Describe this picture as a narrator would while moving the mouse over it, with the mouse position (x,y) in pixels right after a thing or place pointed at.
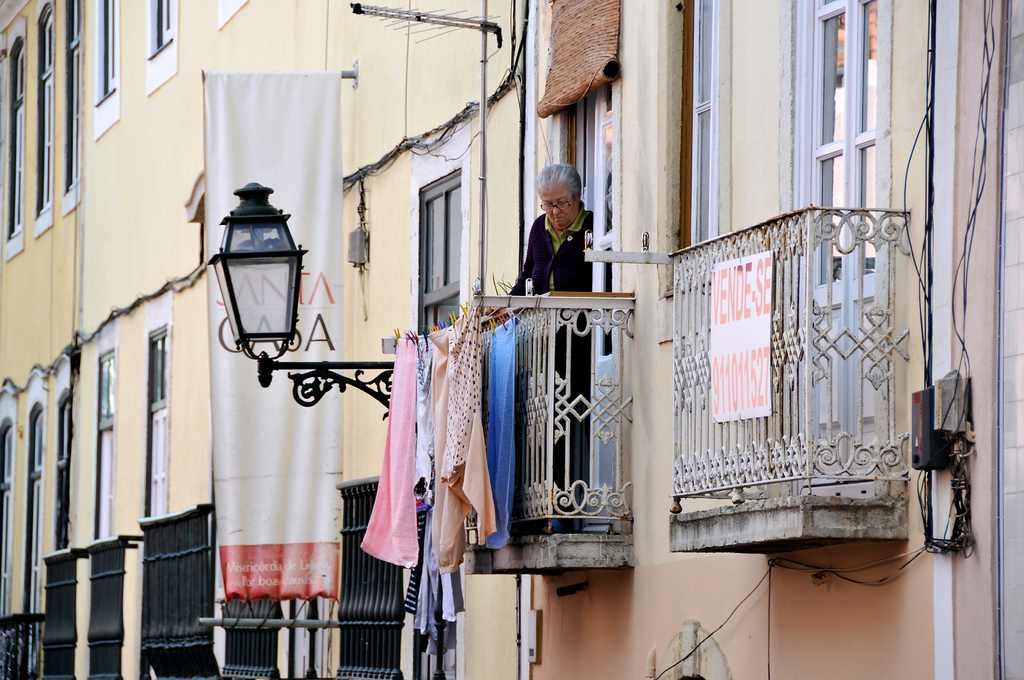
In this image there are windows (593,149), clothes (480,425), a person (562,224), grilles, board (744,334), banner (334,443), lamp (253,332), boxes (946,402), cables (962,462) and objects (385,351). Something is written on the board (736,354) and banner (337,318). Board (729,333) is on the grille (774,402).
